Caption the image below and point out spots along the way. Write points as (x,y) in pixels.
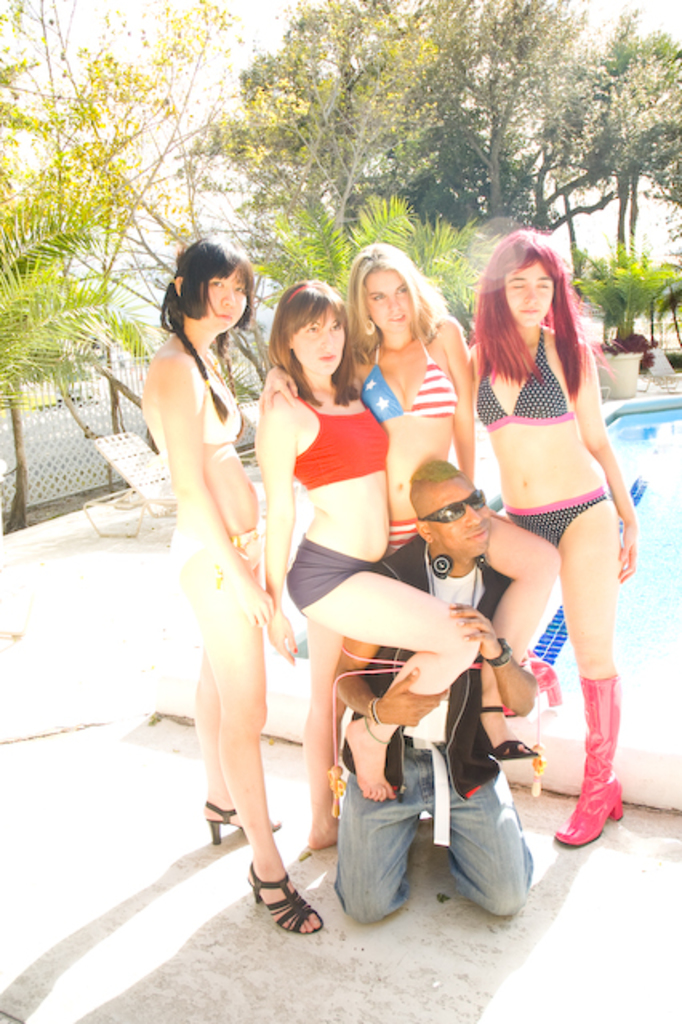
In this image I can see group of people (348,899) where four of them are women (319,451) and one is man (459,473). Man (444,497) is wearing black color of shades (470,500) and holding two legs (387,621) of two different girls (403,598). In the background (9,325) I can see number of trees (576,97), swimming pool (635,450) and chairs (137,448).
